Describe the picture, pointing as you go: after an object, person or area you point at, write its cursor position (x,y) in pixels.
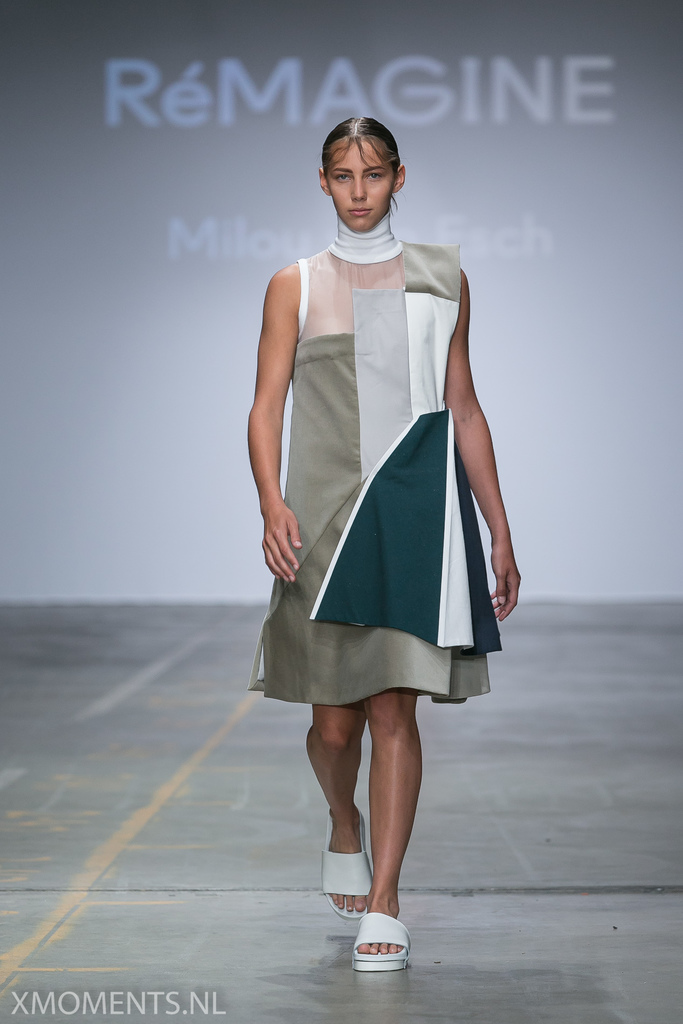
In the center of the image (364,621) we can see one woman (412,471) walking and she is in different costume (398,492). In the bottom left side of the image (80,999), there is a watermark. In the background (6,171) there is a banner (588,150) and we can see some text (578,113) on it.
